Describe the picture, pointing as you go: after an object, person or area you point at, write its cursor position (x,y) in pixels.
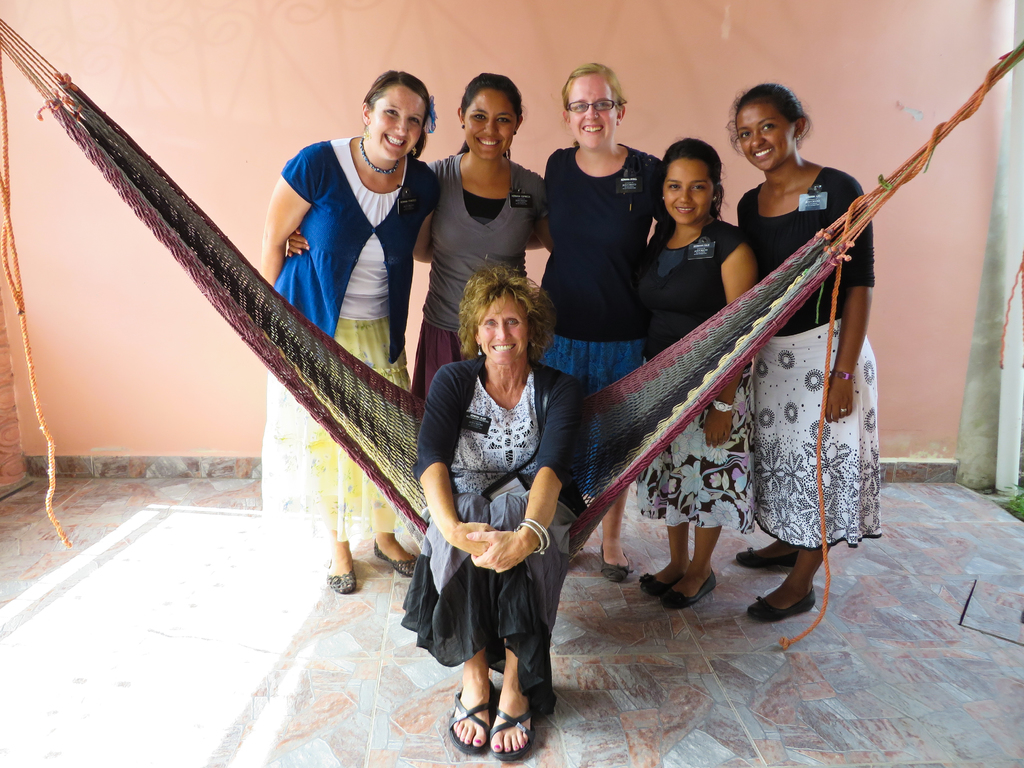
In this picture I can see there are few people (626,174) standing here and this woman (484,315) is sitting here and in the backdrop (108,303) I can see there is a wall (474,42).
